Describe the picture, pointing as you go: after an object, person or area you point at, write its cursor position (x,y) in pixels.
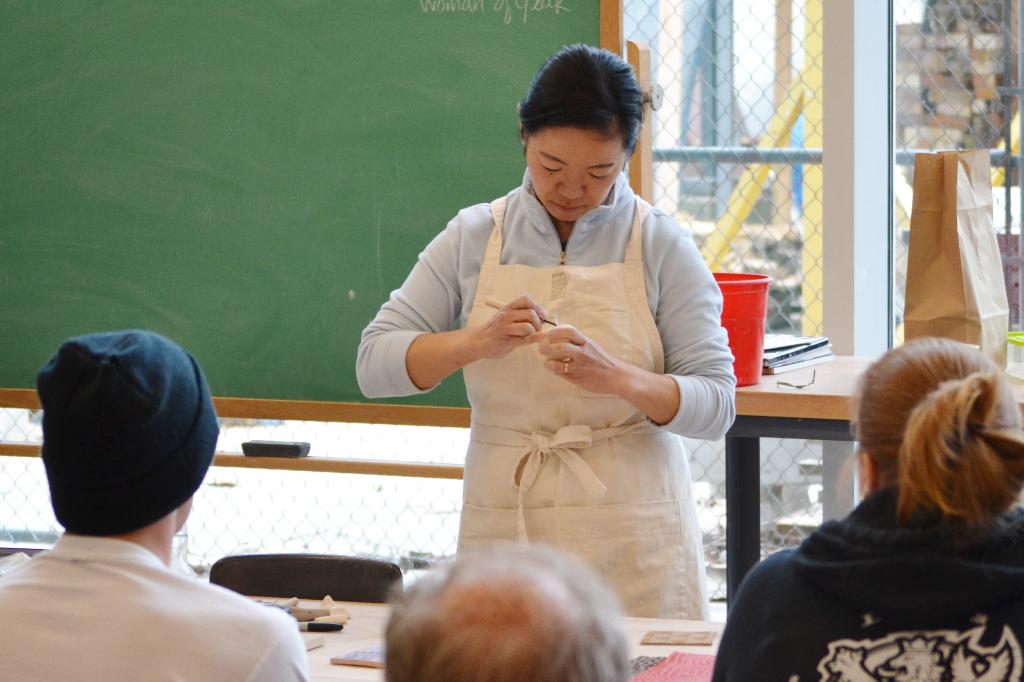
In this image there is a lady (552,403) standing and holding an object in her hand (572,338), behind her there is a board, beside the board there is a table (805,394) with some objects (773,363) on it. In the background (735,103) there is a net fence (764,202). In front of the lady (578,429) there are few people (441,639) and there is a table (368,623) with some stuff (333,626) on it.
